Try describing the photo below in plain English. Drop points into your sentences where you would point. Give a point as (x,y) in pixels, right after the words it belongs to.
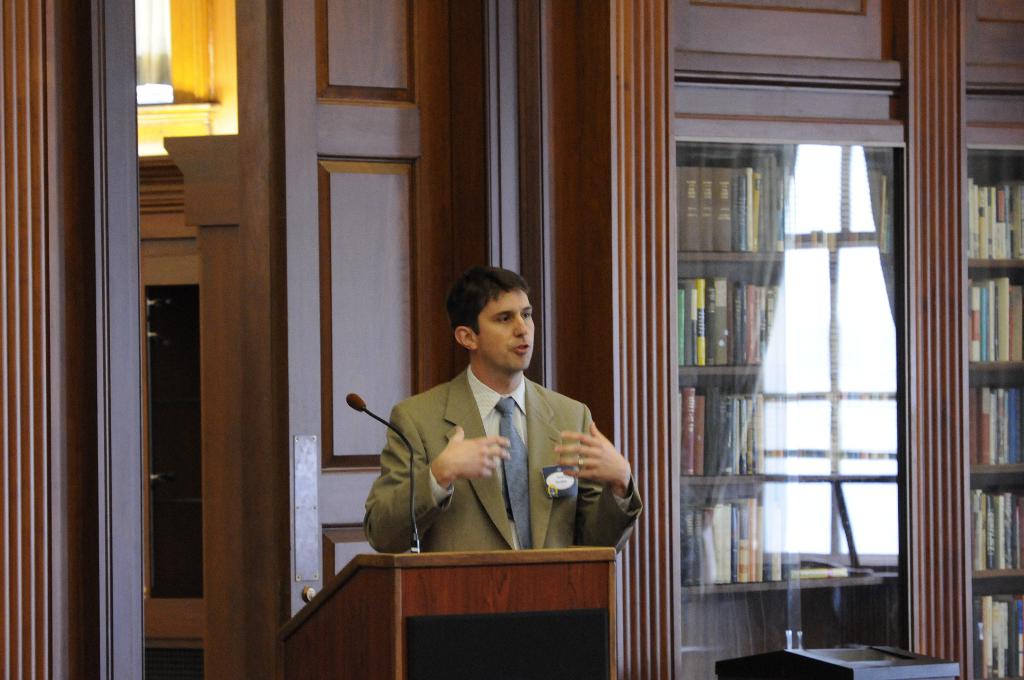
In the picture we can see a man (480,321) standing near the table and explaining something, he is wearing a green blazer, with tie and shirt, In the background (77,96) we can see a door (361,304), wall (568,360) which is with wooden and some racks (991,139) beside to it, in the racks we can see many books (753,320).
